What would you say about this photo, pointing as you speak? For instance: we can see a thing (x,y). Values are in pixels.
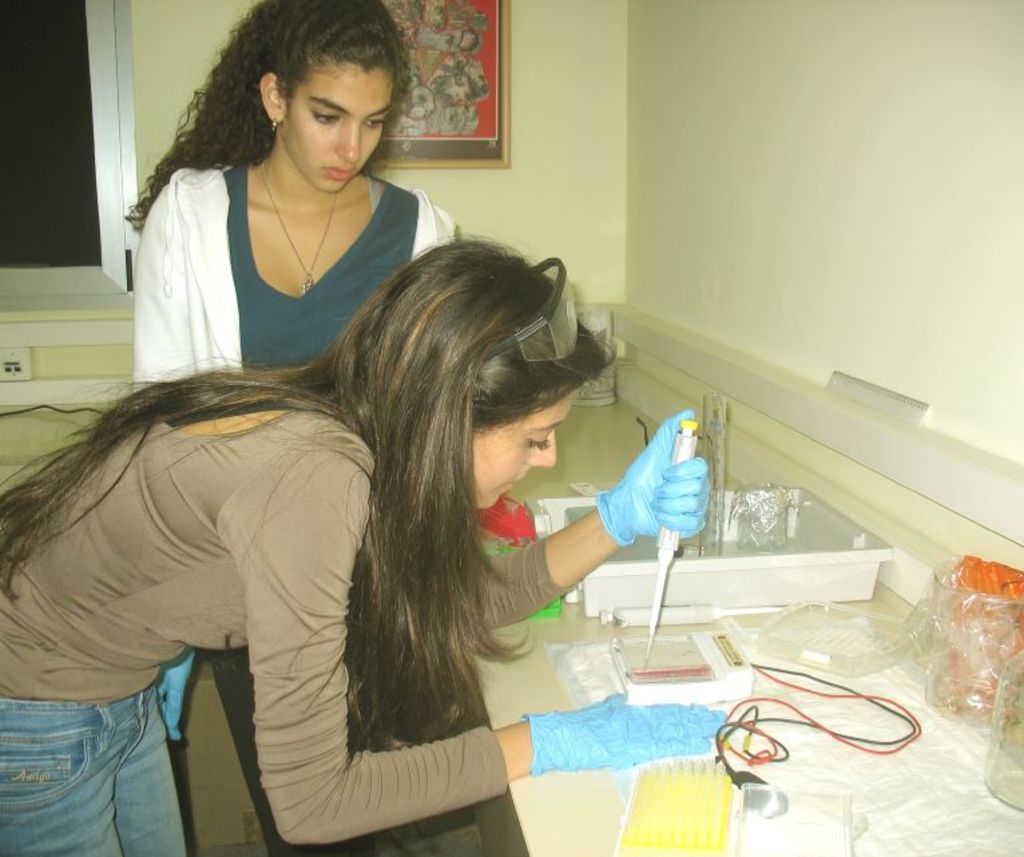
To the left side of the image (222,456) there is a lady (260,559) with brown t-shirt (205,523) is bending and she is having blue gloves (684,511) to her hands (607,503). And she is holding an object (689,441) in one hand (669,497). In front of her there is a table (680,774) with white box (766,566), cover (985,615), jars (1006,702) and few other items (713,631) on it. Behind her there is a lady (353,196) with white jacket (218,332) is standing. To the left top corner of the image (86,147) there is a window (100,123). And behind the lady (337,91) there is a wall (198,51) with the frame (438,30).
